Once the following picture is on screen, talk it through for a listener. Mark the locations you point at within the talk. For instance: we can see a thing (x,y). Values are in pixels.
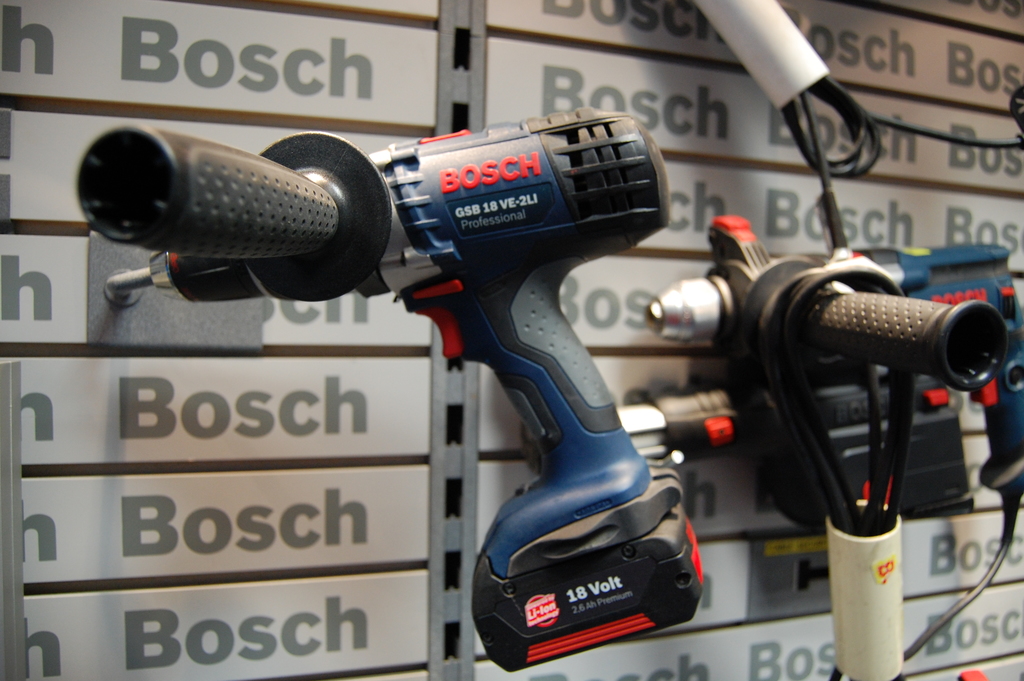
In this image I can see few blue colour equipment (569,365), wires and in the background (48,380) I can see something is written at many places.
